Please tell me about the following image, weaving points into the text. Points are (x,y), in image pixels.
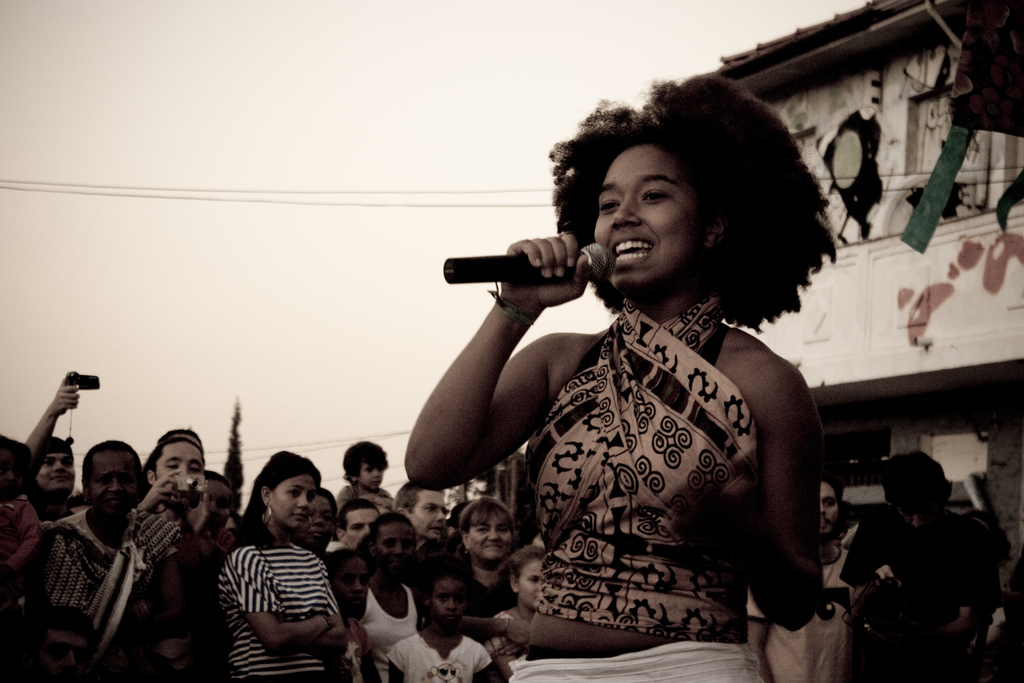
In the center (608,418) we can see lady (666,388) she is smiling and holding microphone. And back of her we can see group of persons (856,531) were standing, they were audience (253,493). And few persons (148,483) were holding camera (193,489) and we can see sky (256,261) and some house (857,299).
